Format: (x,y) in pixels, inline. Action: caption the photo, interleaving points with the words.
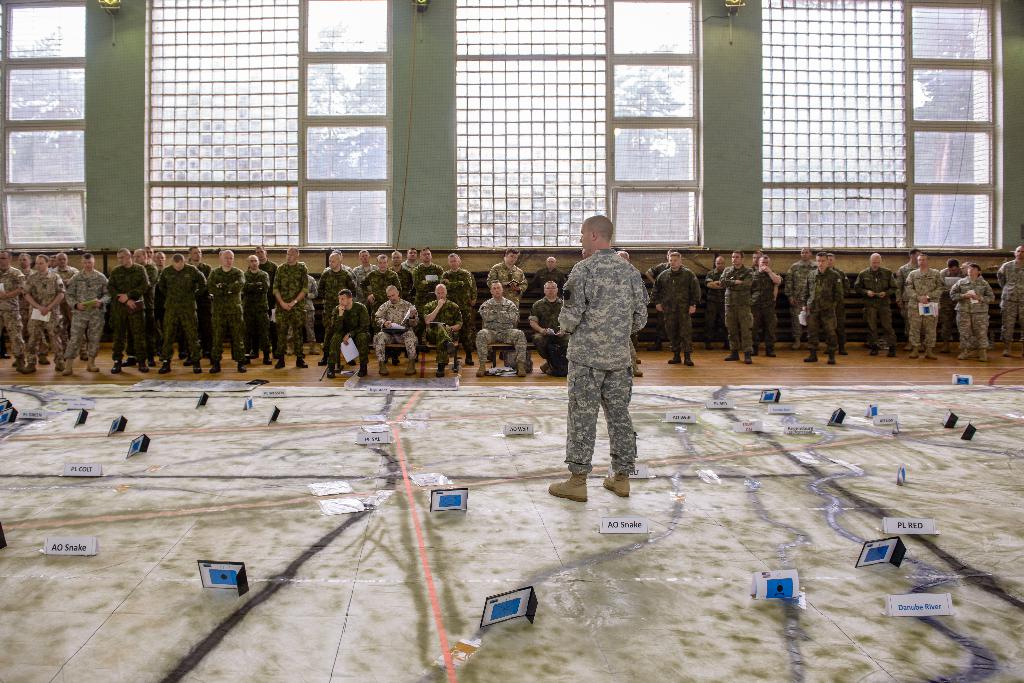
In this image we can see a few people (360,331), some of them are sitting on the chairs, a few of them are holding papers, behind them there is a wall (407,88), and windows (509,106), a person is standing on a map (677,534), there are some cards (87,547) with some text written on it, also we can see some trees (647,101).
